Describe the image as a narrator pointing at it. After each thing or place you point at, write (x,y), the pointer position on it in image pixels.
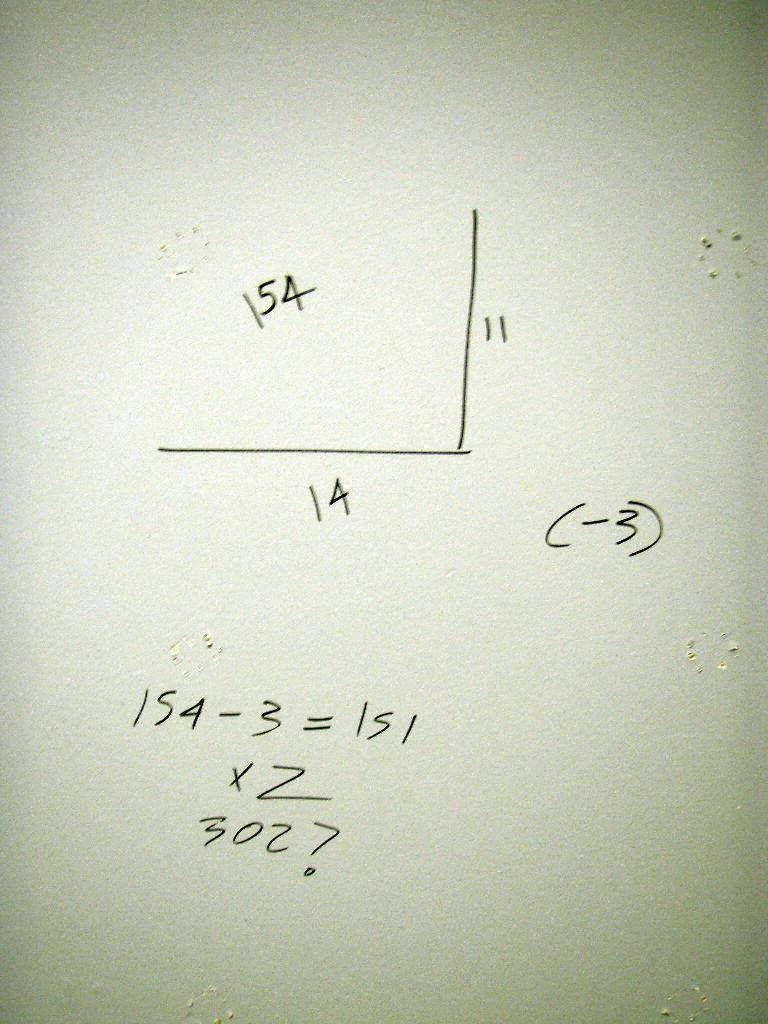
In this image there are some numbers (281,799) and lines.
